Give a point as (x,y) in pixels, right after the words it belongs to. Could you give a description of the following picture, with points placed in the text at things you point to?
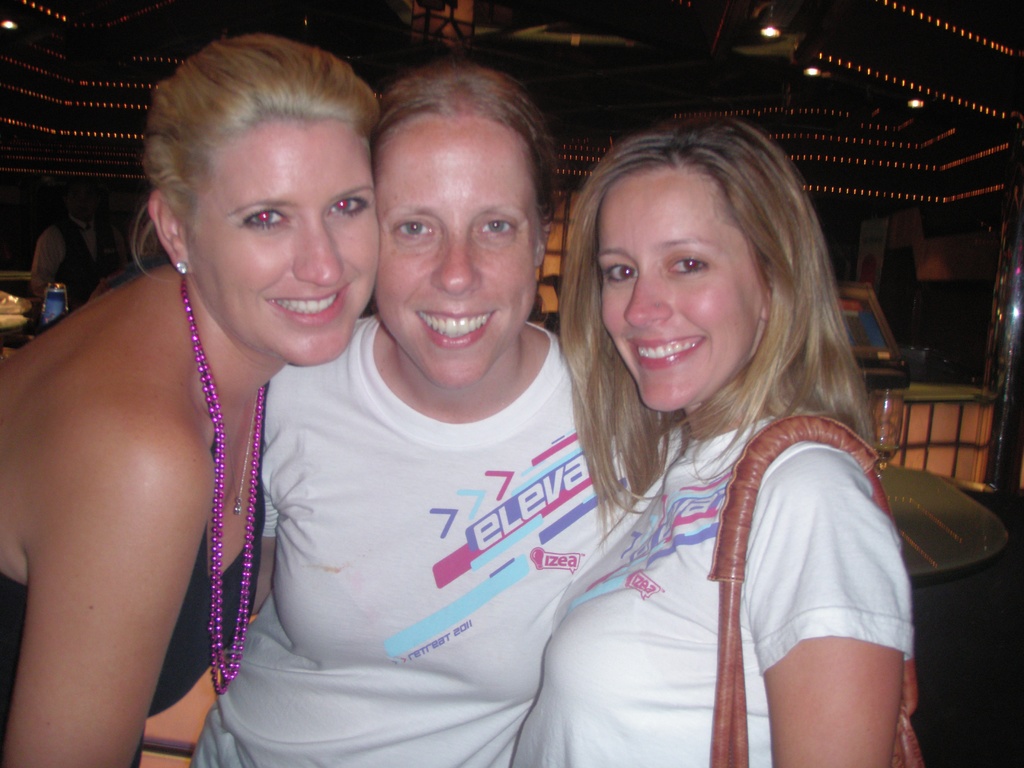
This picture describes about group of people (376,447), in the middle of the image (573,343) we can see three women (421,295), they are smiling, behind to them we can see a glass (896,448) on the table (927,522), and also we can see few lights (858,115).
